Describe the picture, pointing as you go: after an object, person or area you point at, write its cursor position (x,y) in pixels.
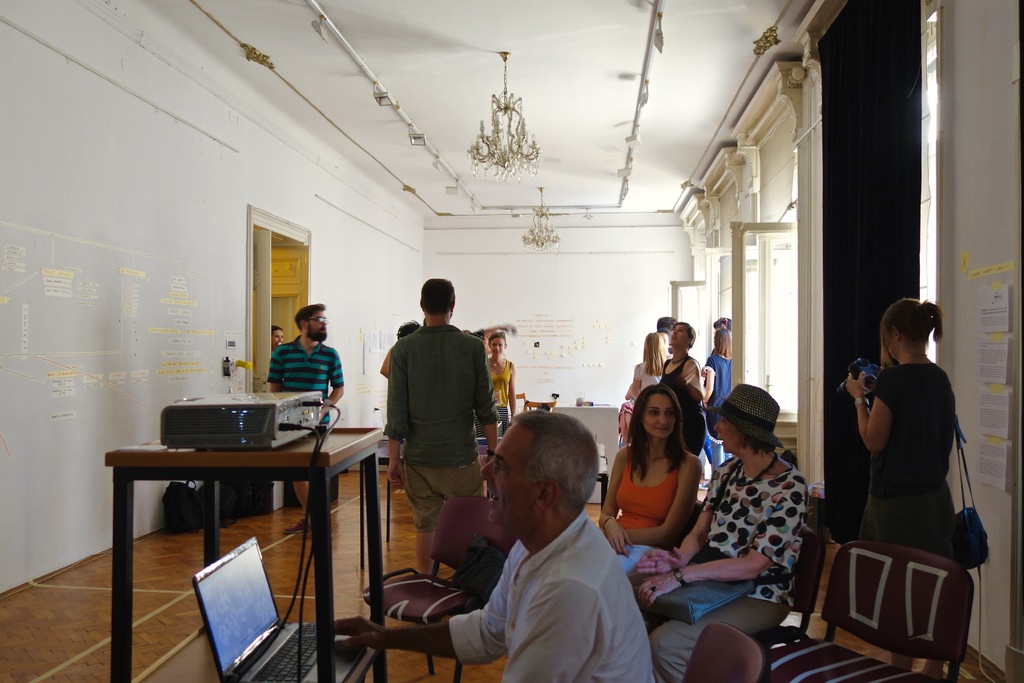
In this picture we can see a group of people (549,526) where some are sitting on chairs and some are standing and some are holding cameras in their hands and here person (537,592) is typing on keyboard (304,633) and in background (190,277) we can see wall (292,206), door (297,251), chandelier (471,158), windows (750,263), pillar (813,200).
